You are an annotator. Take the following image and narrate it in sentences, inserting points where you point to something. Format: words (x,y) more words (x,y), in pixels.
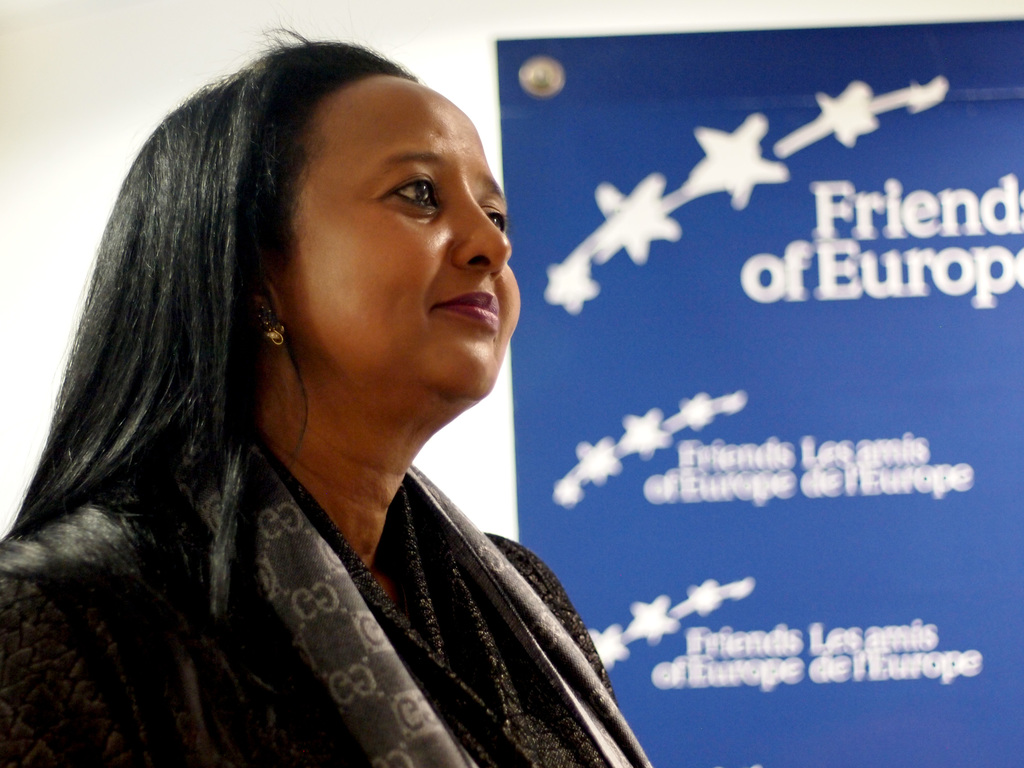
This image consists of a woman (311,681) wearing black dress (194,706) is standing. In the background (714,251), there is a wall (490,7) on which a board (761,473) is fixed. The board (731,516) is in blue color.
